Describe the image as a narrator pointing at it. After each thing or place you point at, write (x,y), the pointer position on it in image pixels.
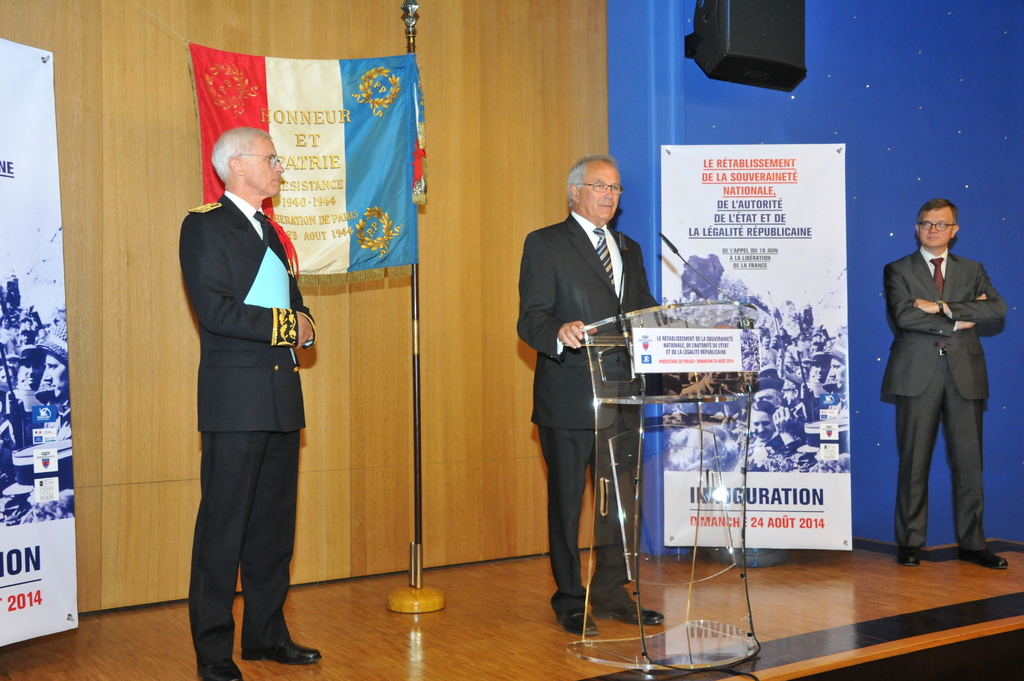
In this picture there are three persons (578,469) standing where one of them is in front of the mic (621,278) and there are some banners (728,240) which has something written on it is in the background (753,256).
